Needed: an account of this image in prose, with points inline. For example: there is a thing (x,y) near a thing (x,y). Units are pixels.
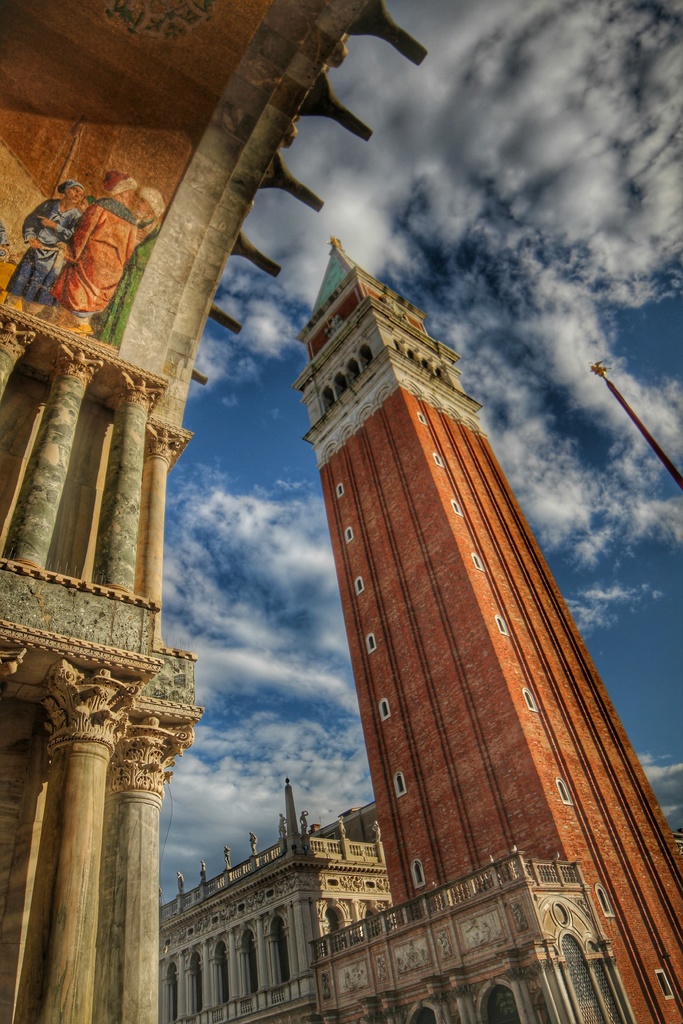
In this image there are buildings (368,710), in the background (459,166) there is the sky (490,162).
